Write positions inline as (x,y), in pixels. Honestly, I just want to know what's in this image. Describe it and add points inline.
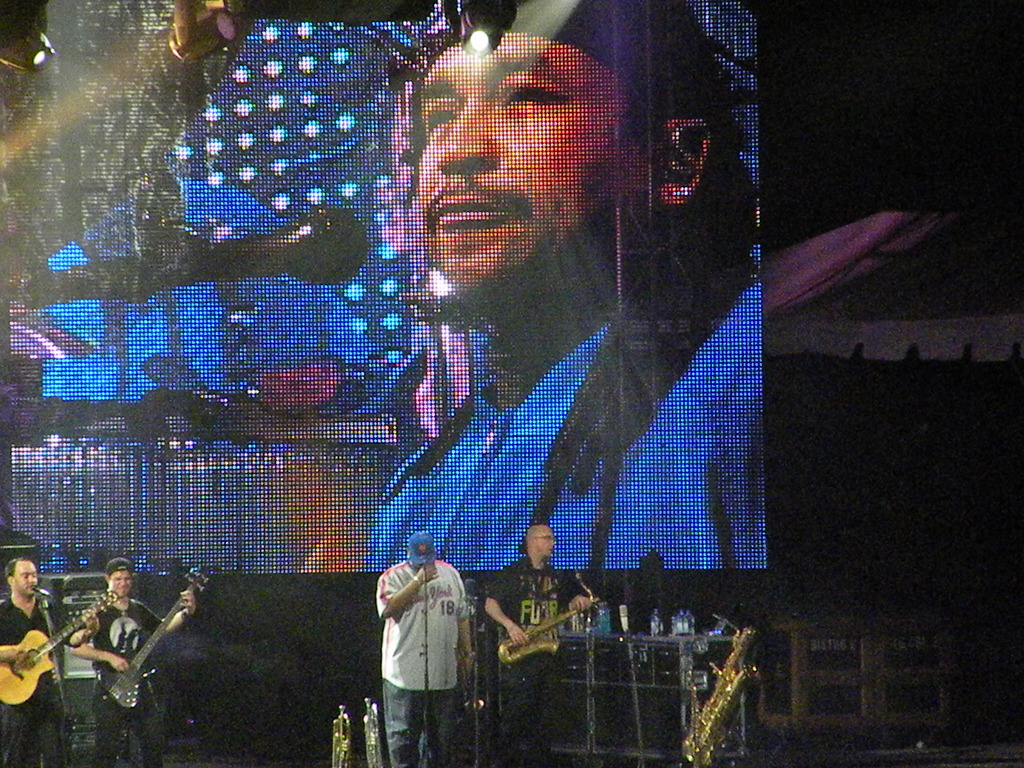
Here we can see a group of guys (6,614) playing the musical instruments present in their hand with microphone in front of them and behind them we can see a digital screen (127,498).
